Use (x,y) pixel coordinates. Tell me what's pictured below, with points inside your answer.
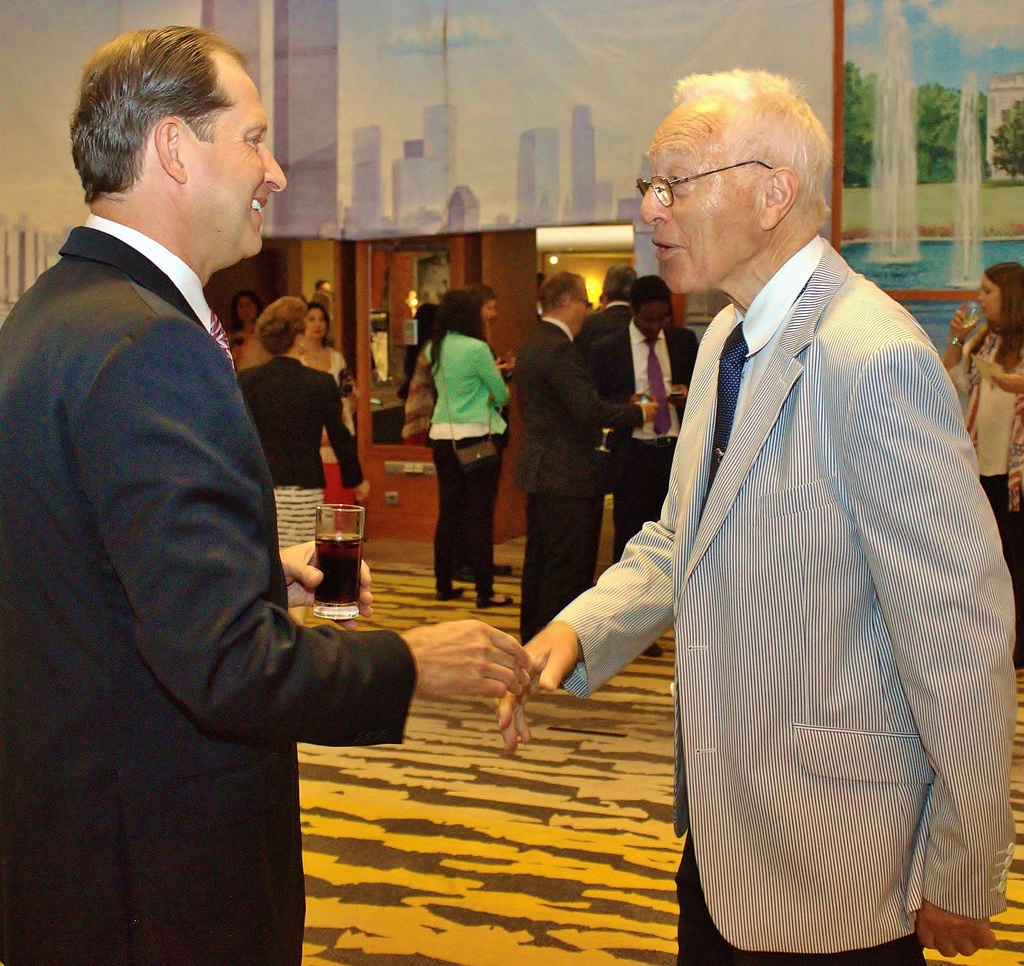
There is a person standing on the left side (48,826). He is wearing a coat (44,813) and he is having a smile on his face (216,221). There is a person (995,712) on the right side (829,160). He is also wearing a coat (974,882) and he is having a conversation with this person (196,592). Here we can see a few people (547,309) who are standing and having a drink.
